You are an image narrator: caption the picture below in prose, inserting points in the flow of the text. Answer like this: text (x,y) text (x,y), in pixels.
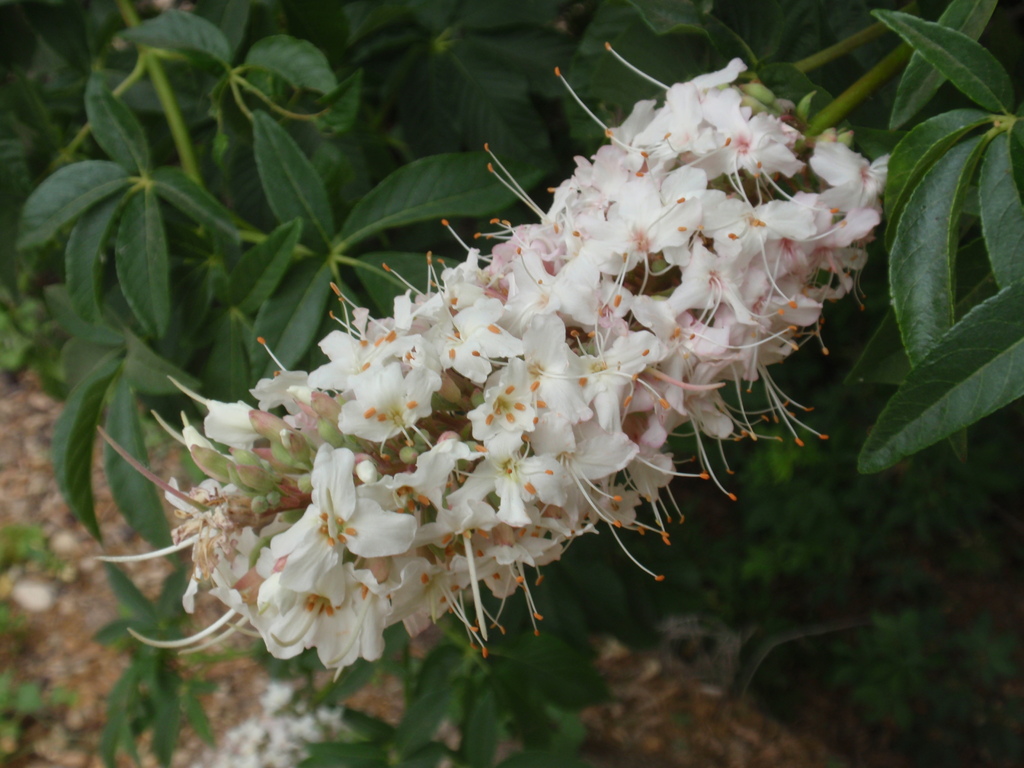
In the picture we can see some plants (909,369) and a group of flower (278,528) to it which are white in color.
